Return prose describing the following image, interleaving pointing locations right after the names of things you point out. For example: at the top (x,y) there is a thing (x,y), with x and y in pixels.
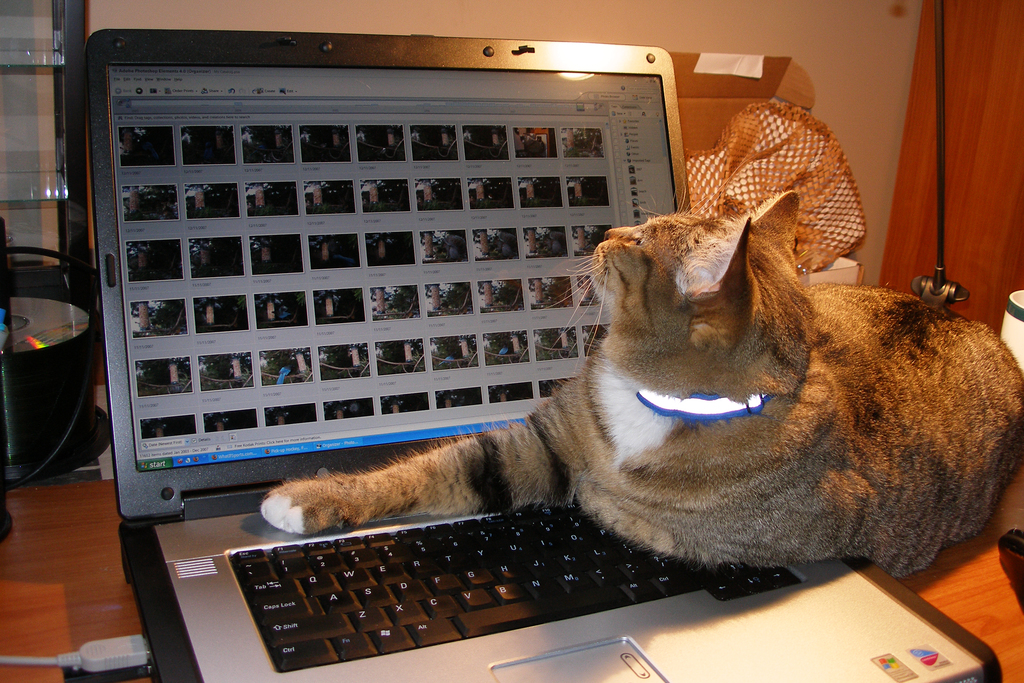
In this image I can see a laptop (148,499) in the front (579,548) and on it I can see a cat (375,479). On the left side of this image (75,320) I can see a disc (71,385) and on the right side of this image (813,231) I can see a black colour stand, a white colour thing (1019,297) and few other stuffs (796,176).
